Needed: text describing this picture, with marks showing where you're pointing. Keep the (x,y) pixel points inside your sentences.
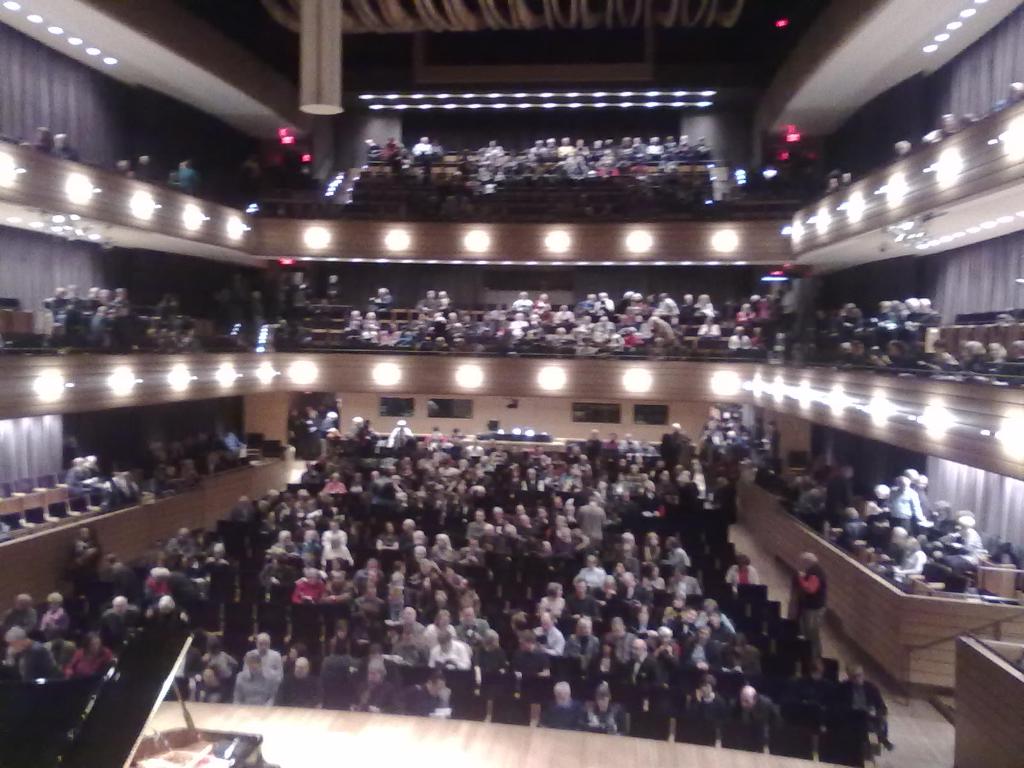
In the picture I can see people (368,479) among them some are standing and some are sitting on chairs (393,571). Here I can see fence (515,246), lights (481,241), a piano (130,736) on the stage (285,733), ceiling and some other objects (454,398).
